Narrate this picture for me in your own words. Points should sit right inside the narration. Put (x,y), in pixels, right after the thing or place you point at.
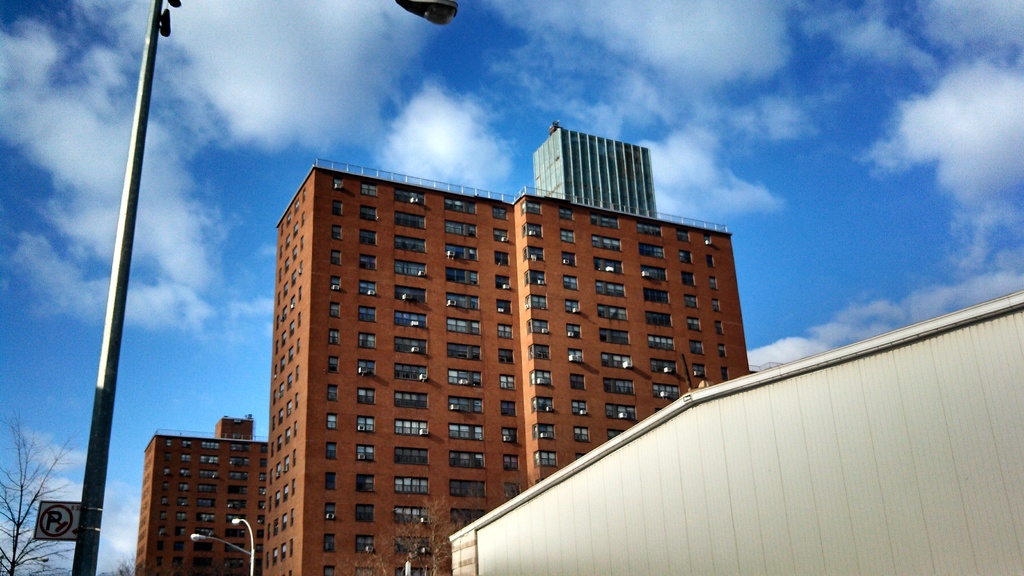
In this image I can see few buildings (561,305), windows (461,328), few light poles (223,542), dry trees (22,495) and the sky (16,418). I can see the sign board (71,508) is attached to the pole (102,473).
